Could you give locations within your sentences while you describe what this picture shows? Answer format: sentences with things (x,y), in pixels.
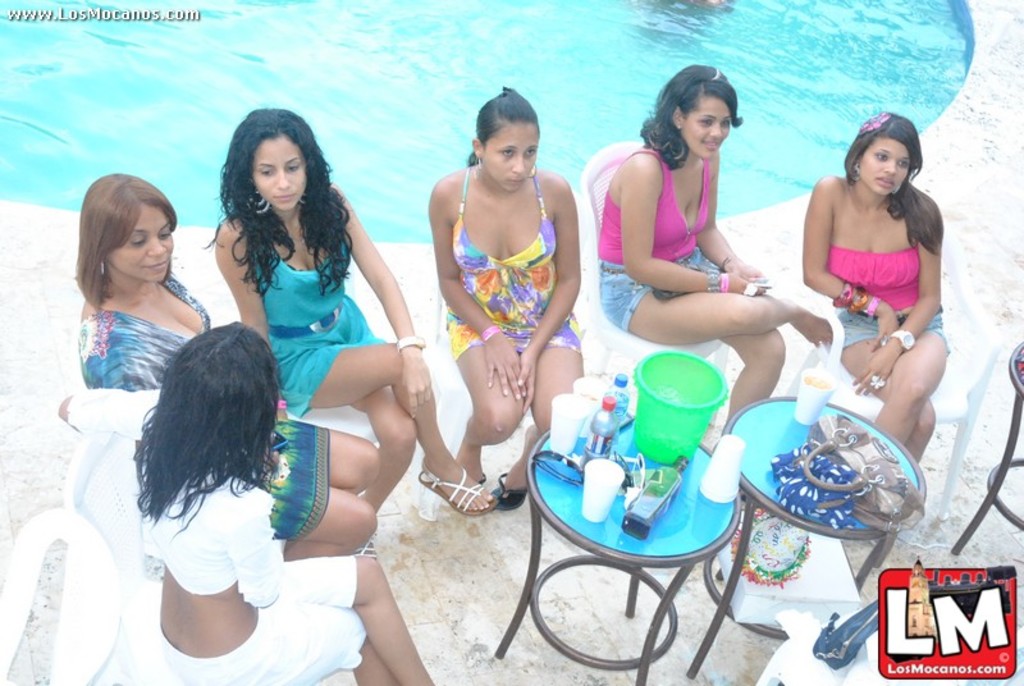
In this picture we can see some persons (908,125) sitting on the chairs (640,353). These are the bottles (608,422), cups (717,461), bucket (660,435), and a bag (892,473). On the background (418,80) we can see a swimming pool (734,47).
